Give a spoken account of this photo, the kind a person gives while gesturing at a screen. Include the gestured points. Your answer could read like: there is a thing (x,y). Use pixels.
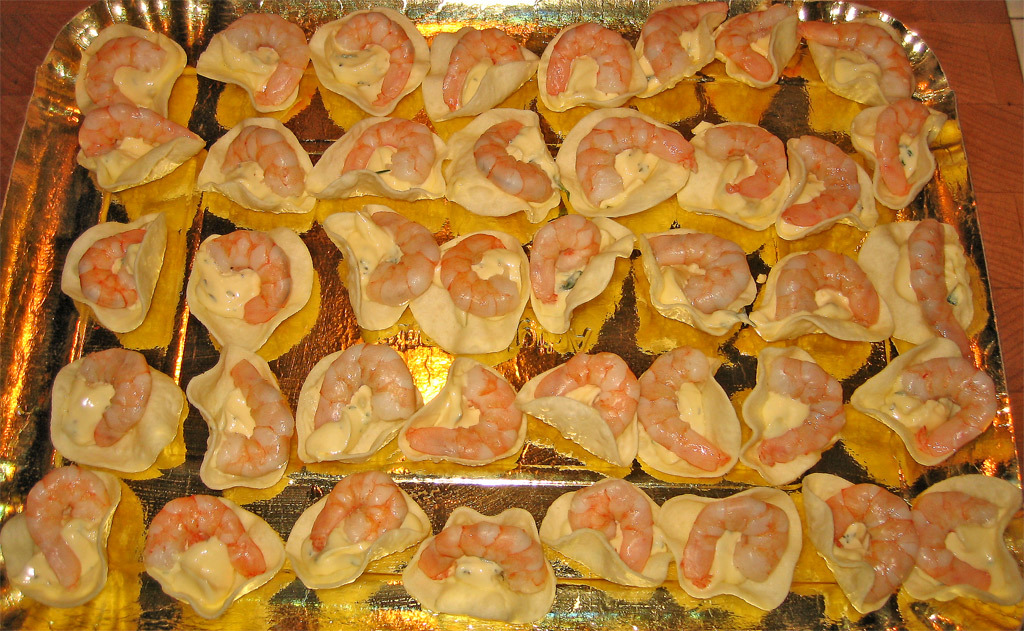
In this picture we can observe number of prawns (113,264) placed in the plate (305,334) which is in gold color. The plate (34,250) was placed on the brown color table (952,62).
